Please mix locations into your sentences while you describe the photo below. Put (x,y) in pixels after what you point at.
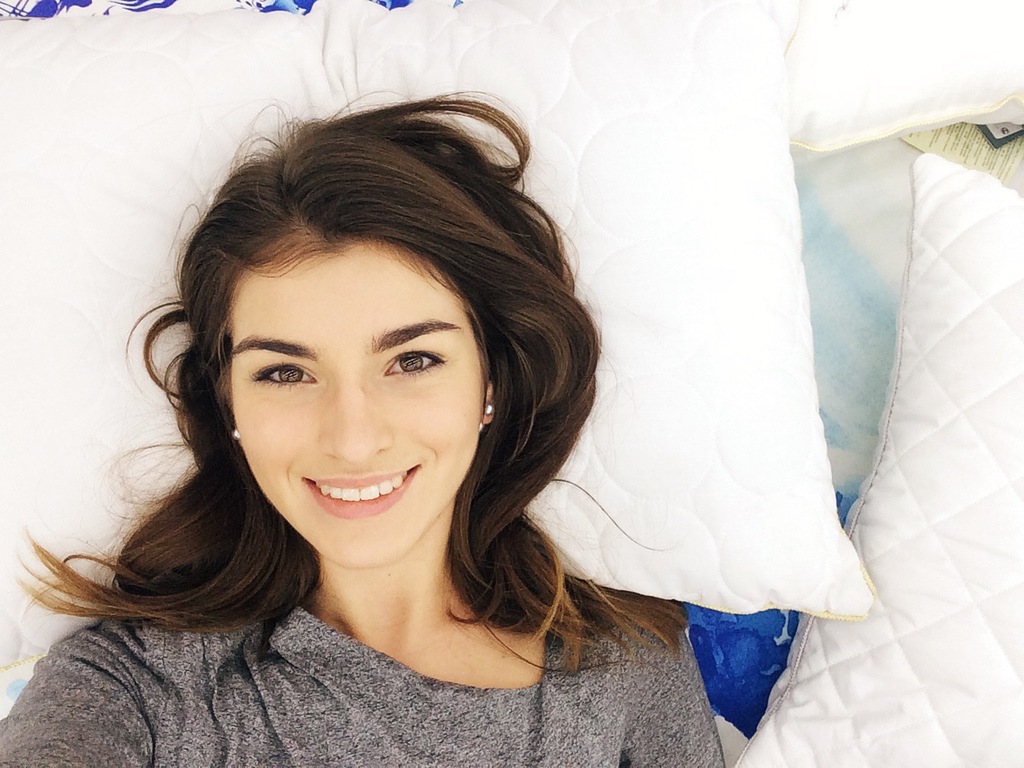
In the foreground (433,237) I can see a woman (296,200) is lying on the bed (718,673) and cushions (852,586). This image is taken may be in a room (350,566).
